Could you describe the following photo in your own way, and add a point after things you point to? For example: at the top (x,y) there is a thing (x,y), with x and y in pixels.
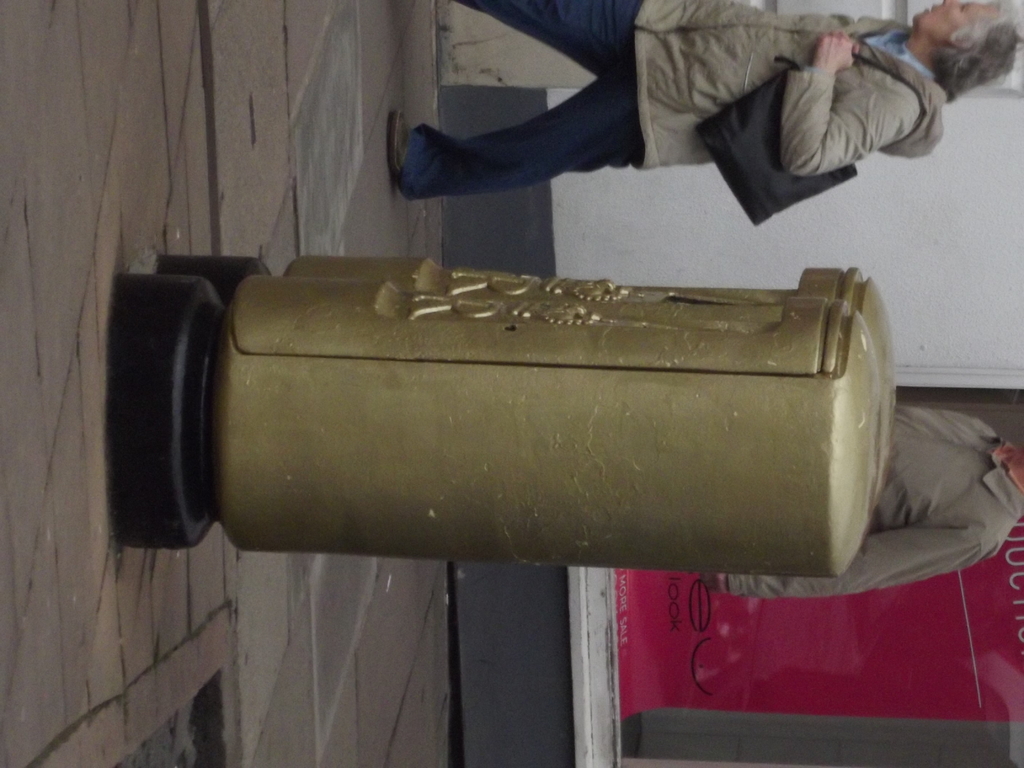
In this picture there is a lady (460,167) at the top side of the image (552,145) and there are two golden color containers (474,424) in the center of the image (587,313).
